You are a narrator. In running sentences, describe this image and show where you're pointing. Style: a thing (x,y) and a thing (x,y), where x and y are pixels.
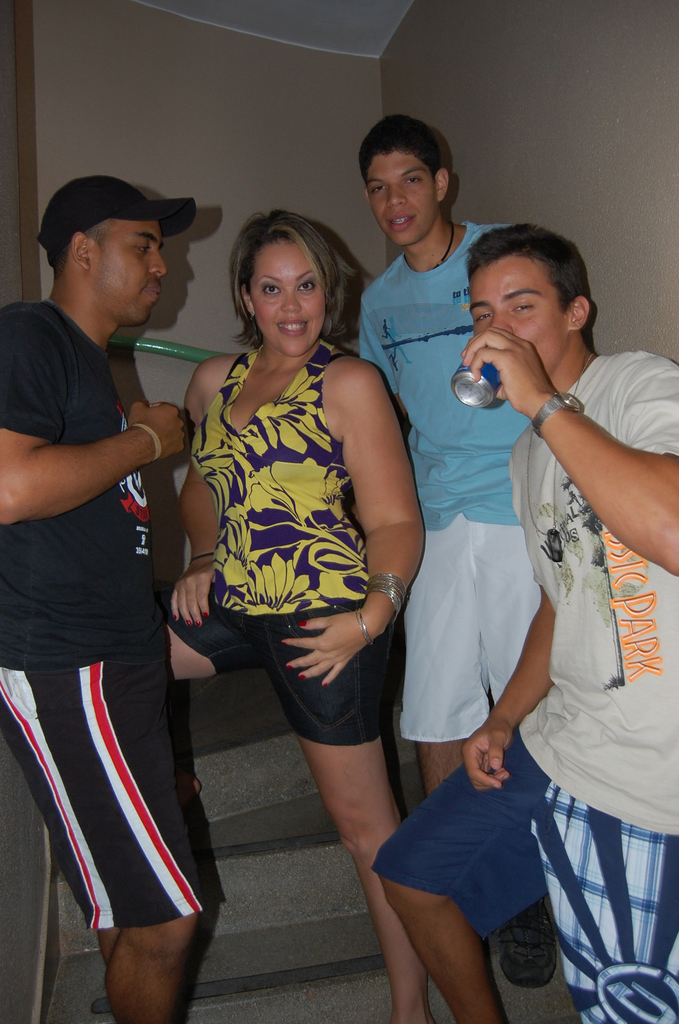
In the picture we can see three men (471,701) and one woman (311,450) standing on the steps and one man (528,326) is drinking something with a tin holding it and one man (59,603) is wearing a cap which is black in color and behind them we can see a wall (175,108).
